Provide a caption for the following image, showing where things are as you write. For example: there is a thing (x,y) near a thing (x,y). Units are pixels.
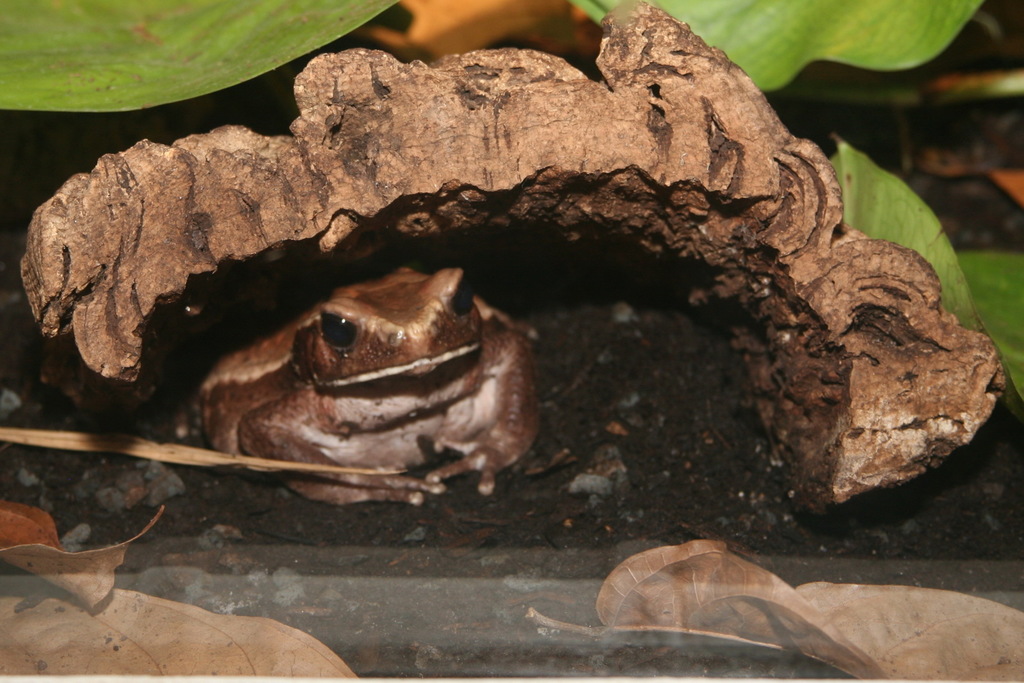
In the picture we can see a frog (320,437) which is sitting under some bark (120,198) and the frog (440,491) is brown in color and near it we can see some dried leaves (726,609) on the ground (487,515).
